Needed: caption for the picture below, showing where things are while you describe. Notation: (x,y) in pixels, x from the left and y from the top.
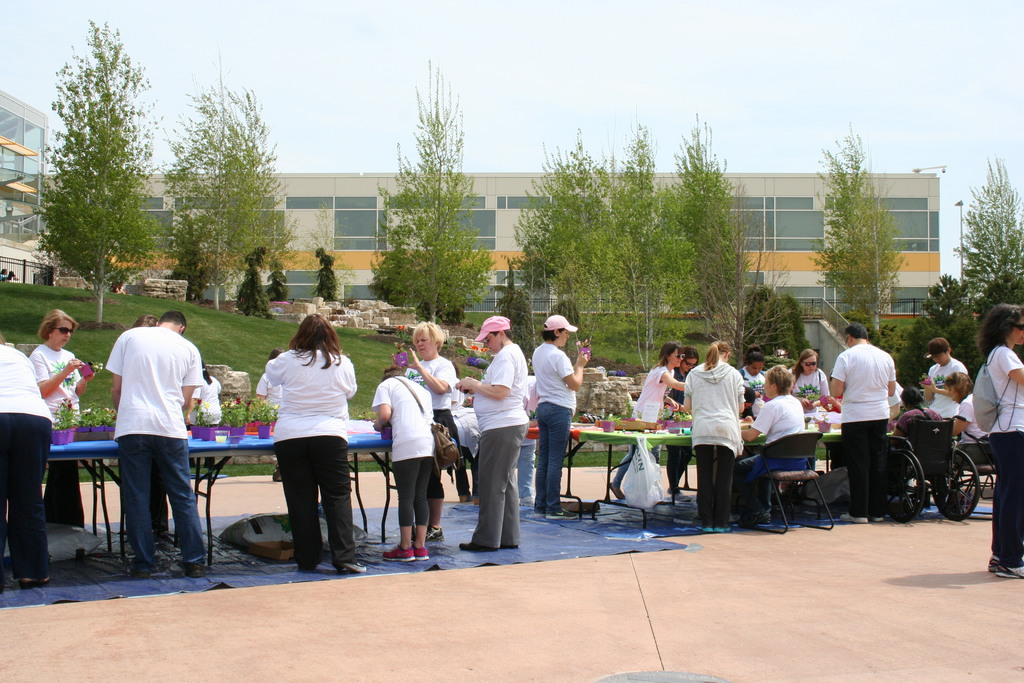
In the foreground of this picture (457,450), there are persons (314,432) standing near the tables (249,437) and on the table (246,449) there are plants (267,412). In the background (536,259), there are trees (325,257), buildings (300,177) and the sky (298,161).
